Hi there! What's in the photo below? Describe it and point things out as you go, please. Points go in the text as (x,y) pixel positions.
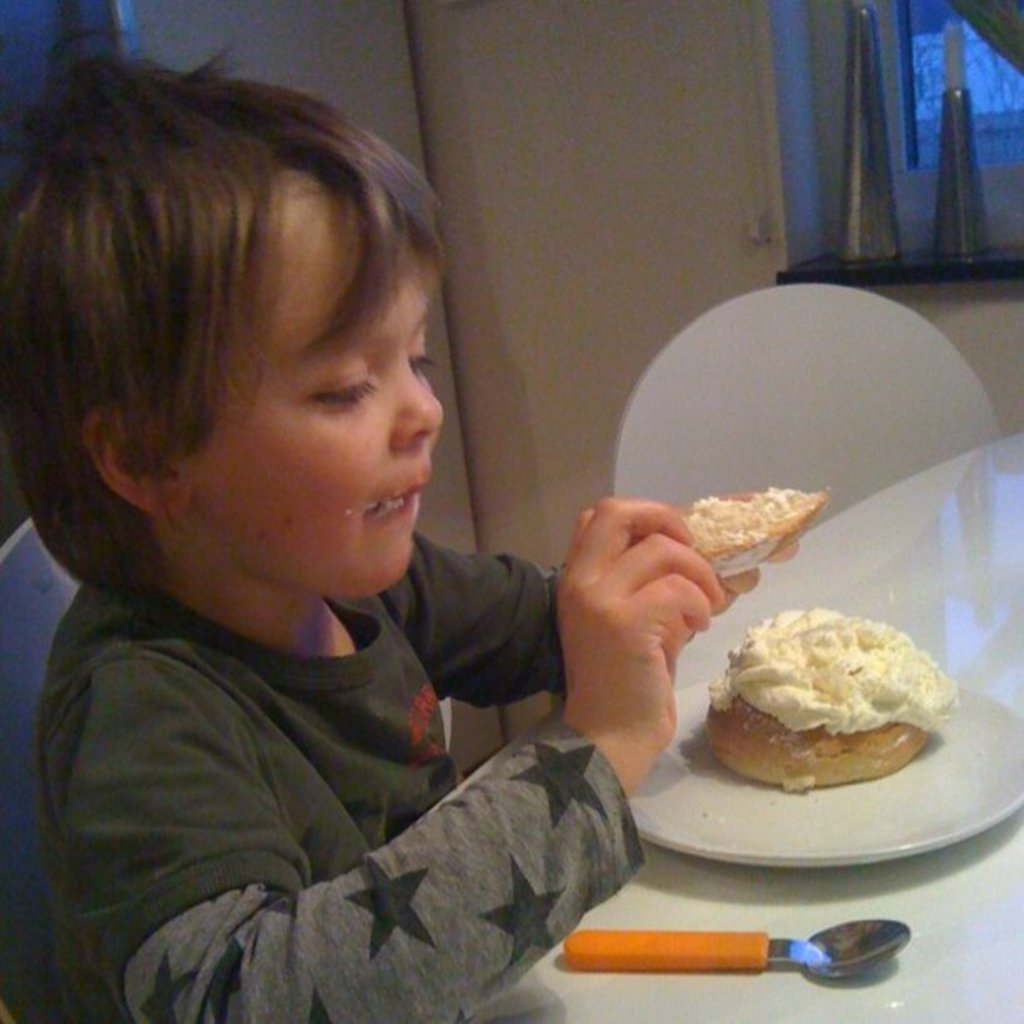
In this image there is a food item (884,727) placed on the plate (887,837), beside the plate (894,786) there is a spoon (801,943) which is on a table (910,566), in front of the table (907,582) there is a kid (199,554) sitting on the chair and holding a piece (726,563) of food item (722,533) in his hand (635,561), beside him there is another chair (784,422). In the background (603,234) there is a wall (597,144) and few objects (876,109) placed in front of the window (914,193).
